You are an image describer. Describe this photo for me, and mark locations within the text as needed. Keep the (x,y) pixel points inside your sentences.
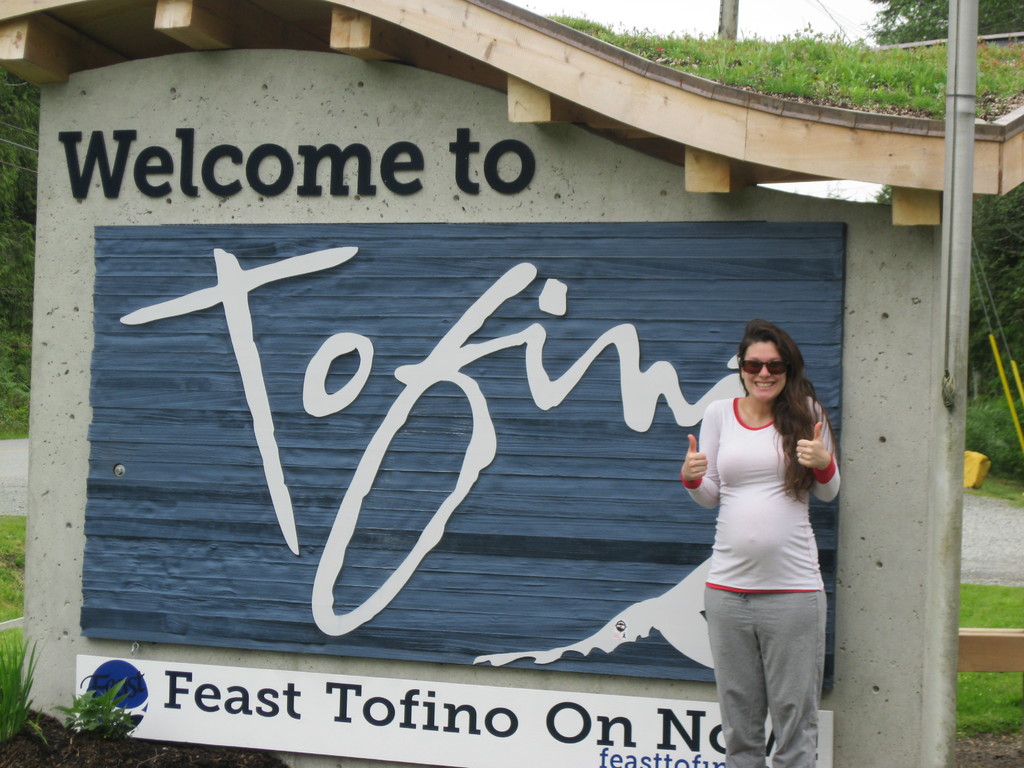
There is a woman (744,578) in white T-shirt (773,480) who is wearing goggles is standing and she is smiling. Beside her, we see a pole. Behind her, we see a wall (301,126) on which blue board (450,557) is placed. We even see some text (351,337) written on that wall (49,646). At the bottom of the picture (13,562), we see grass (2,541). There are many trees (881,28) in the background (983,415).
